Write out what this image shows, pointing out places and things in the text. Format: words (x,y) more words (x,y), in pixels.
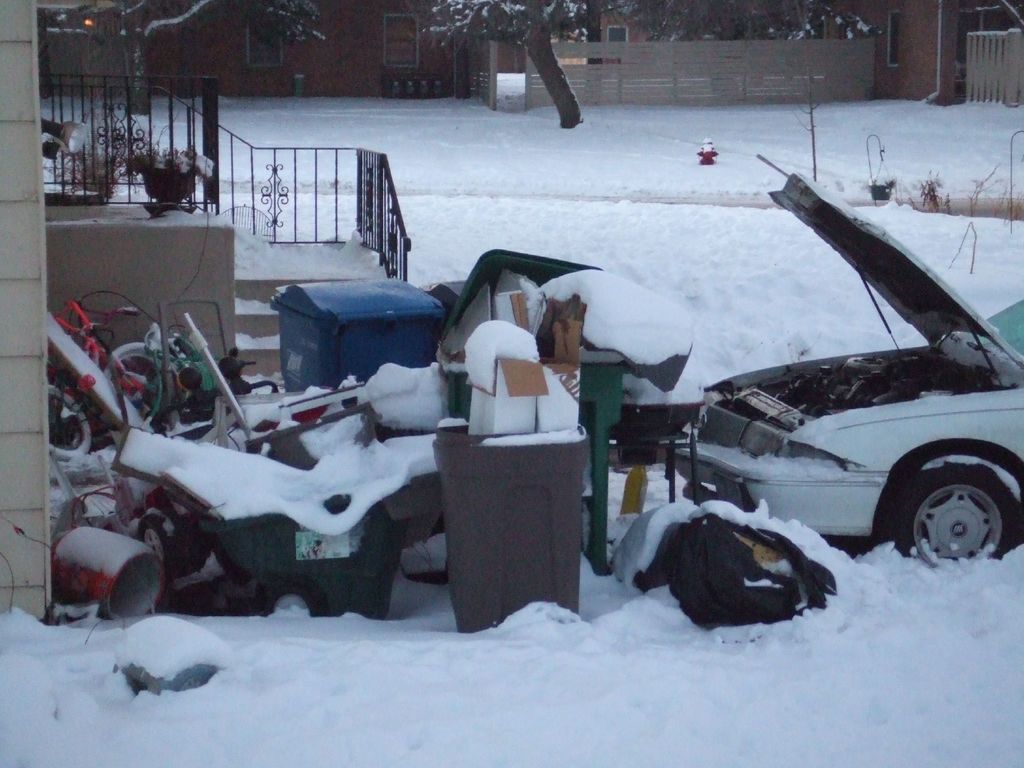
This image is clicked outside. There is trash (761,541) in the middle (624,371). There is a car (914,416) on the right side (839,445). There are stairs (264,259) on the left side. There are trees (698,6) at the top (74,25). There is ice (522,356) in this image.
